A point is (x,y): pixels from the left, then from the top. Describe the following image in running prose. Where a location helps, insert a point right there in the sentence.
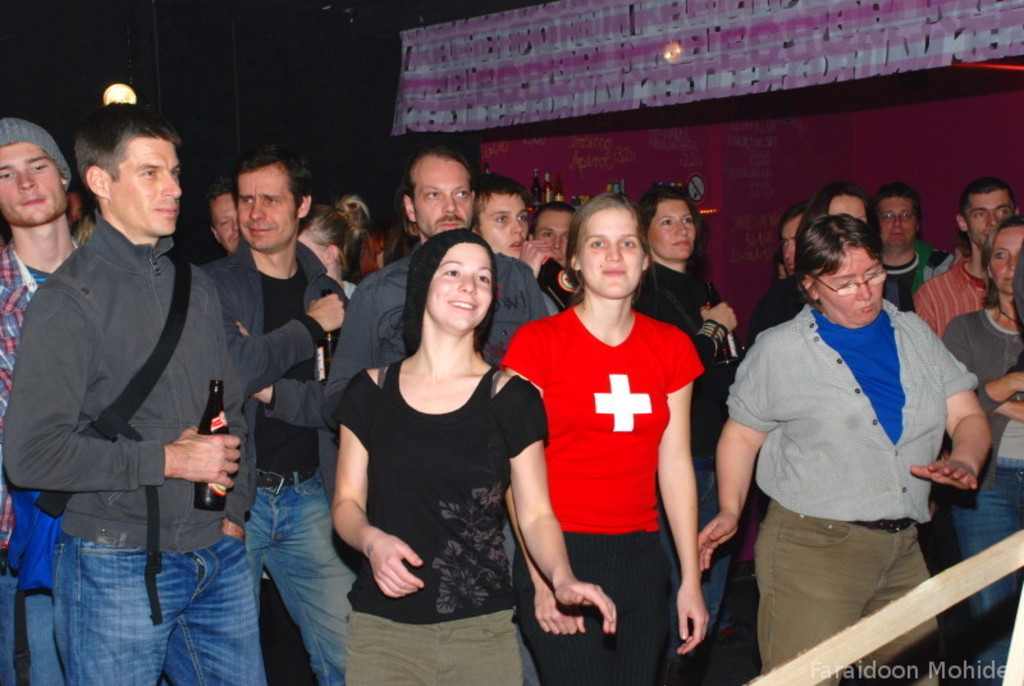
In this image, there are group of people (412,338) standing and wearing clothes (254,293). There is a person (97,257) on the left side of the image (126,314) holding a bottle (209,406) with his hand (213,467). There is a person (857,392) on the right side of the image (891,387) wearing spectacles (872,285). There is a light (103,93) in the top left of the image (104,95).
